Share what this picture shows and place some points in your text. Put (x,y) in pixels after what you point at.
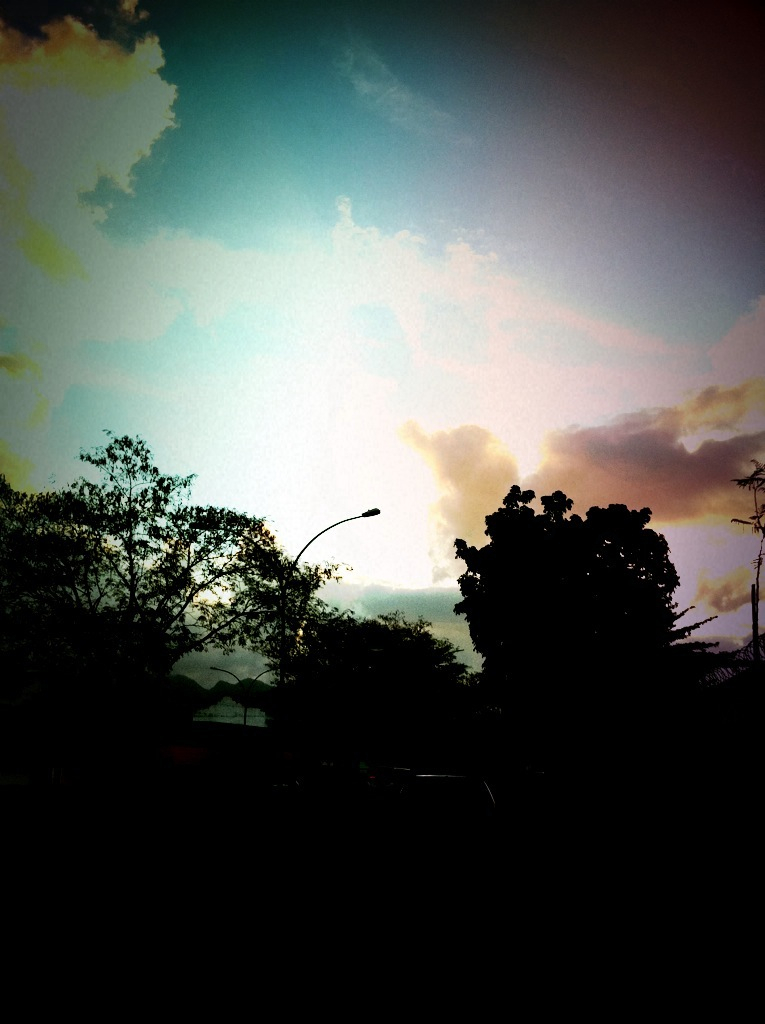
In this image, I can see the street lights (281,700) and trees (131,720). In the background (442,126) there is the sky (442,126).
